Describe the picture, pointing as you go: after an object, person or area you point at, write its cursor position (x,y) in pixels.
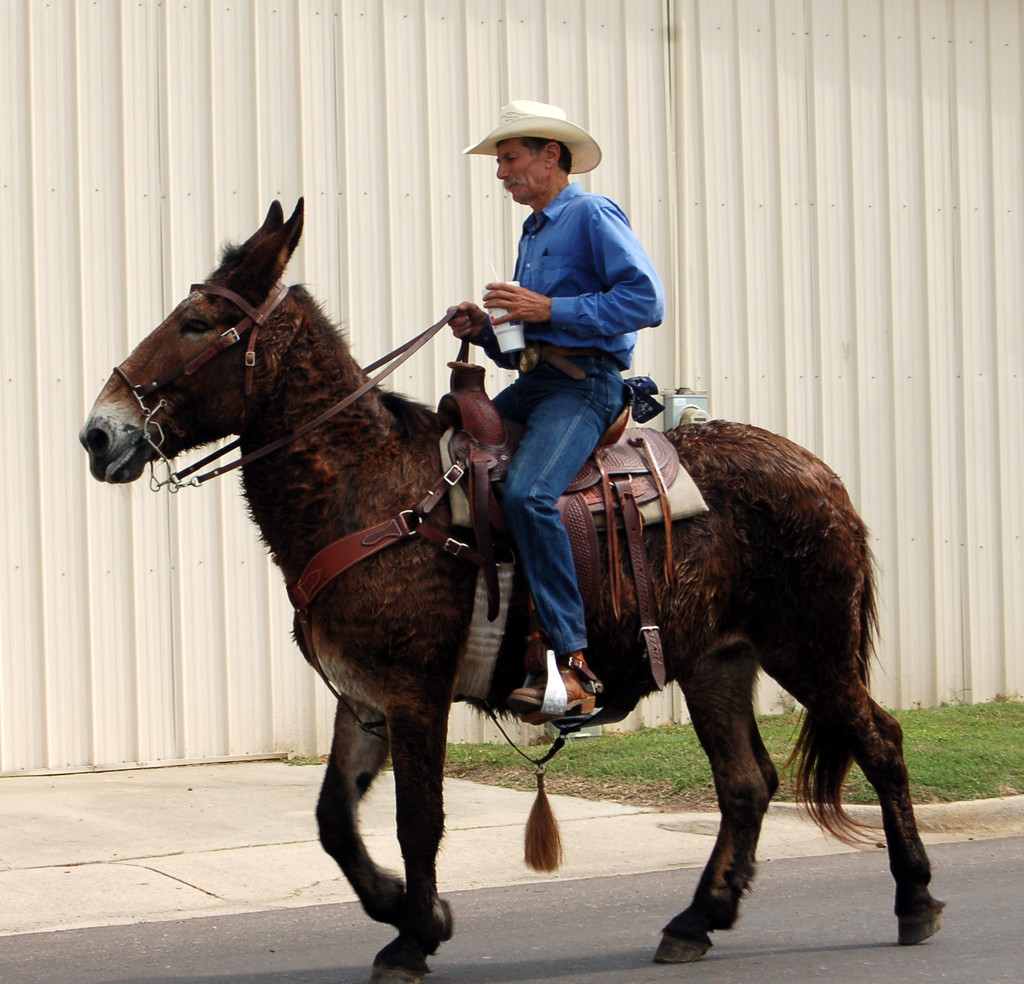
In this image in the center (592,400) there is one person (572,418) who is sitting on a mule (167,367) and riding, and in the background (881,327) there are boards (693,85). And at the bottom (701,805) there is grass (696,765) and walkway (514,878).
